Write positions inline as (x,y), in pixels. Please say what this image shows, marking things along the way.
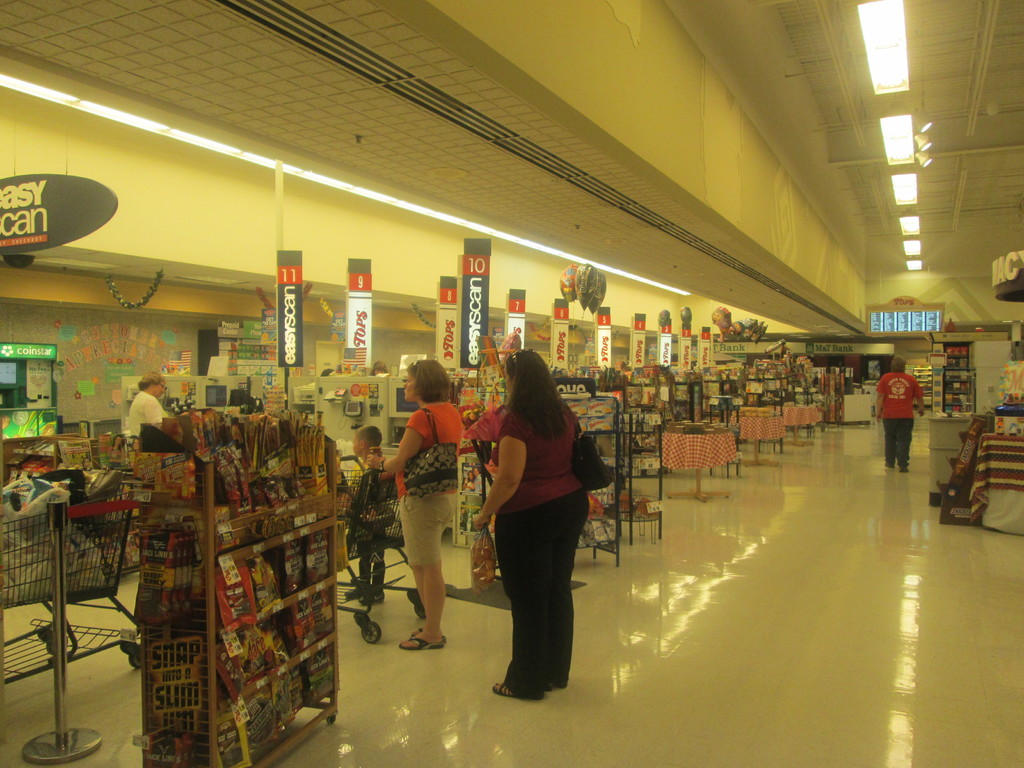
In the foreground of this image (505,536), there are two women (496,510) standing on the floor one is holding the wheel cart (388,511) and another is holding a cover (482,553). In the background (592,279), we can see few objects (242,486) in the racks (270,625), tables (668,451), name boards (565,339), balloons (580,285), few decorative items (147,296), wall (323,257), ceiling (599,214), lights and a man (884,392) walking on the floor (862,511).
